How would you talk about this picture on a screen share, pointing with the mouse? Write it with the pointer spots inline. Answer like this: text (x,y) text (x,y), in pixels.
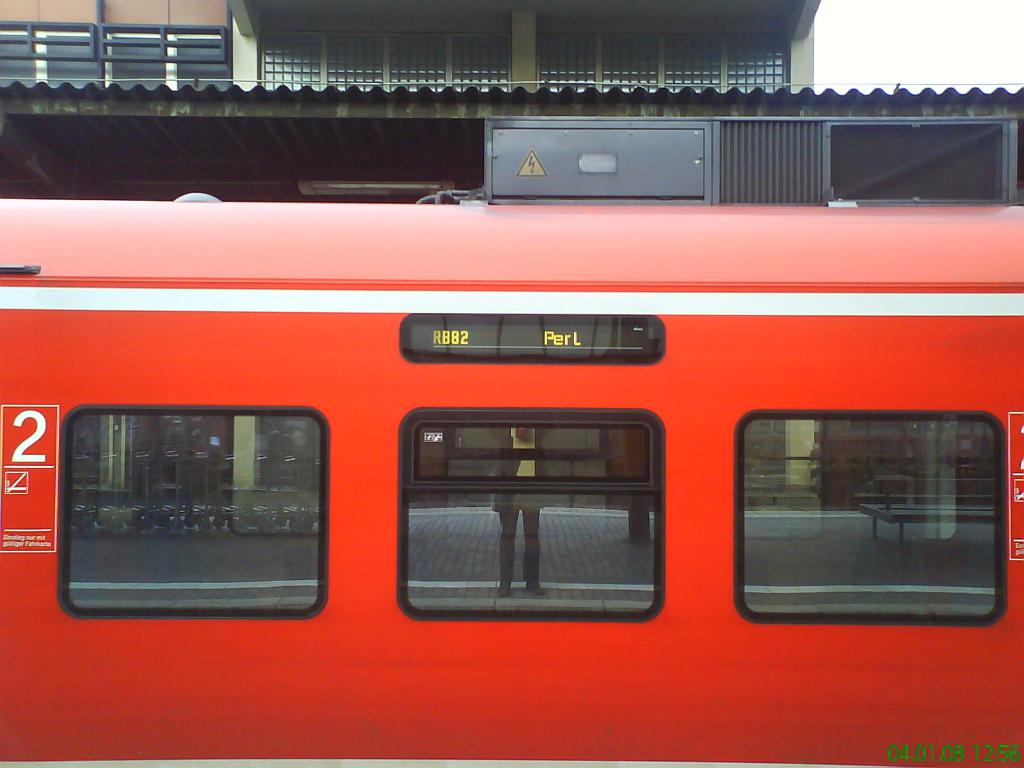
This image is taken outdoors. In the middle of the image (538,399) there is a train (644,546). The train (525,605) is red in color and there are three windows (409,506) and there is a text (15,544) on the train (20,503). At the top of the image (263,61) there is a building (527,49) with walls (438,35) and there is a railing (111,50).
